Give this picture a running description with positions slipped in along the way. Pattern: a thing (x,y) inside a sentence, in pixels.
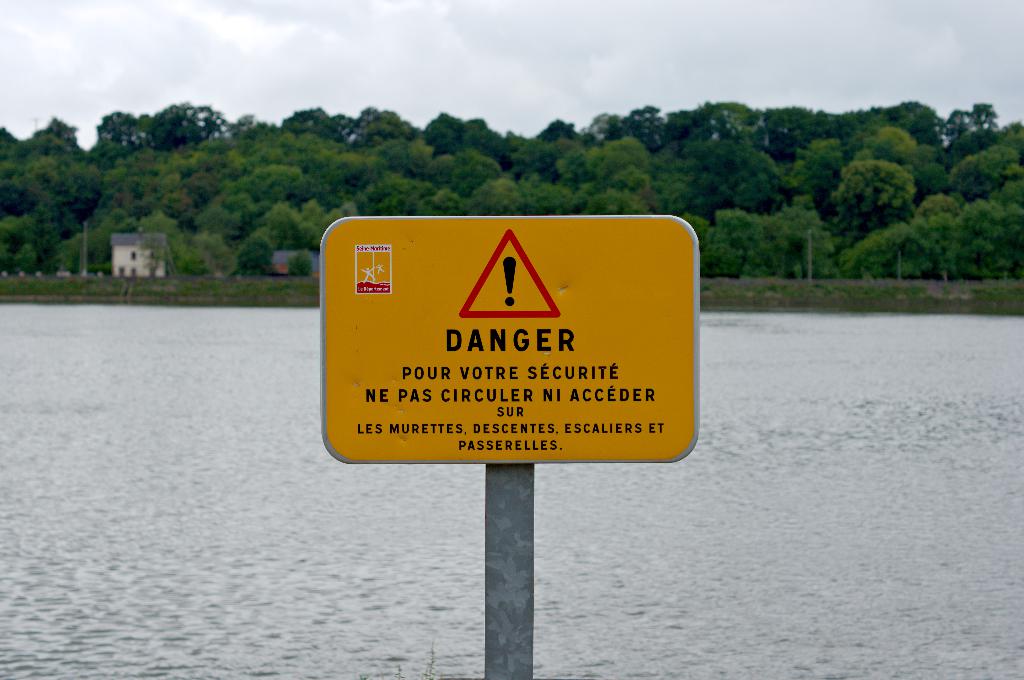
In this picture there is a board (539,350) on the pole (526,637) and there is a text (496,377) on the board (496,377). At the back (494,205) there are trees (512,170) and there are buildings (147,240) and there are poles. At the top (463,46) there are clouds (565,46). At the bottom (207,491) there is water (206,449).
